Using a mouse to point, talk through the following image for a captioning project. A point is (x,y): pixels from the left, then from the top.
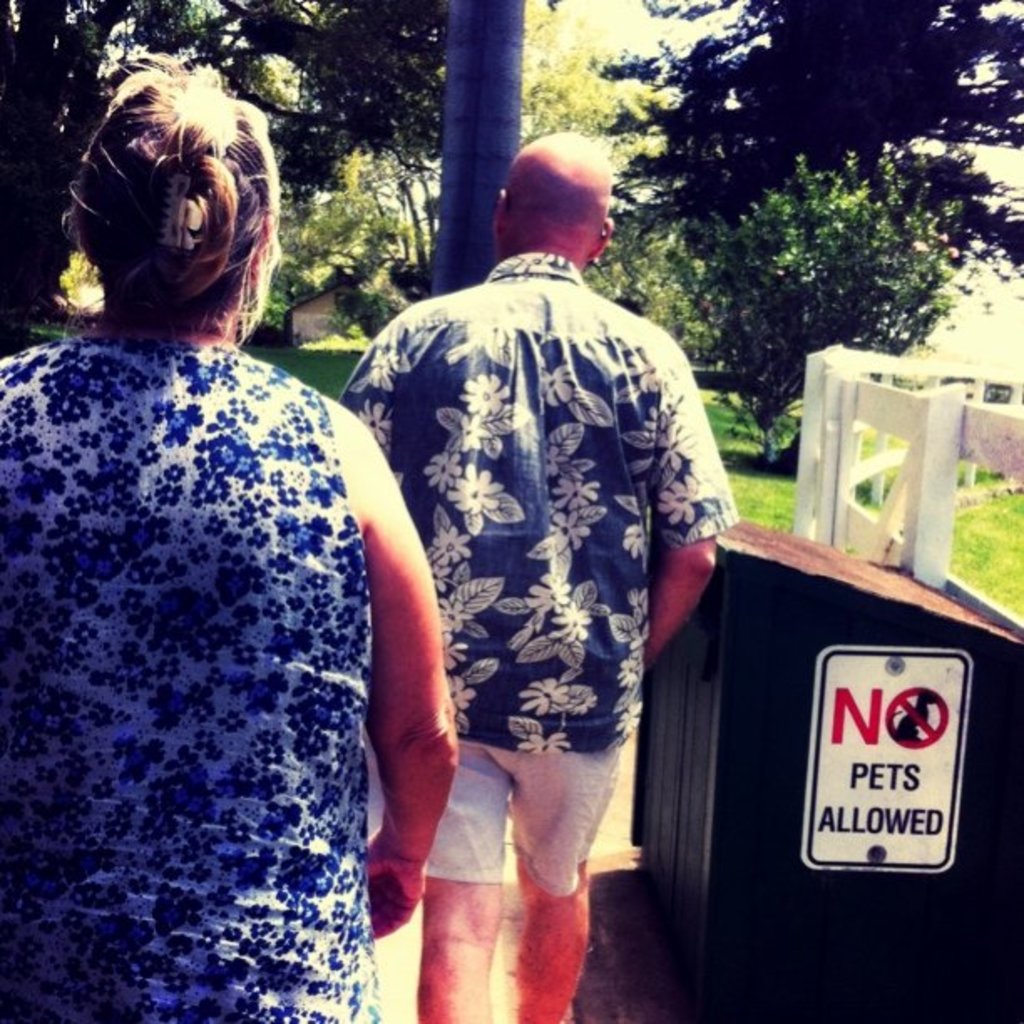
This picture is taken from the outside of the city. In this image, on the right side (744,617), we can see a bin (735,626), we can also see a poster (884,821) is attached to a bin (989,767). On the right side (983,435), we can see a grill (923,394), trees (863,300), plants (863,286). In the middle of the image (611,466), we can see a man (574,774) walking. On the left side (281,377), we can also see a woman (336,892). In the background (512,43), we can see a pillar (498,27), trees (298,48), plants (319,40). At the bottom (402,965), we can see a path (402,965).
